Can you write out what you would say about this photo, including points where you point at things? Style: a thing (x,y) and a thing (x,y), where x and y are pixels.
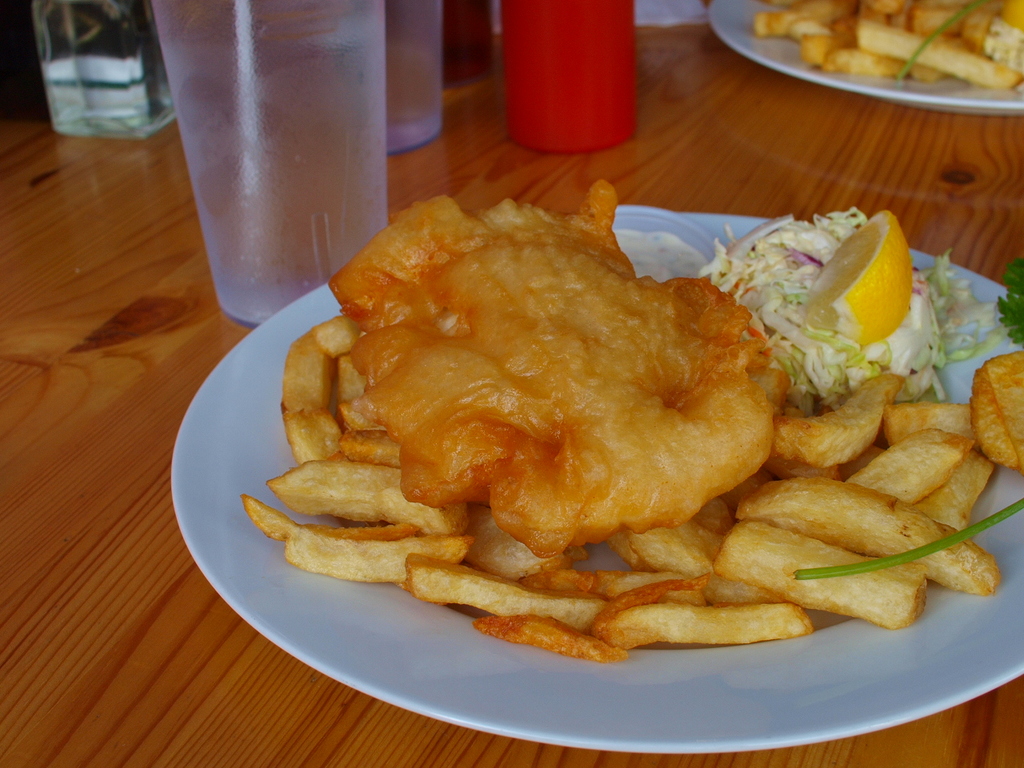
In the image we can see there are food items (545,421) kept on the plates (951,95) and the plates (764,62) are kept on the table (171,684). The glasses (324,104) are kept on the table (3,334).
